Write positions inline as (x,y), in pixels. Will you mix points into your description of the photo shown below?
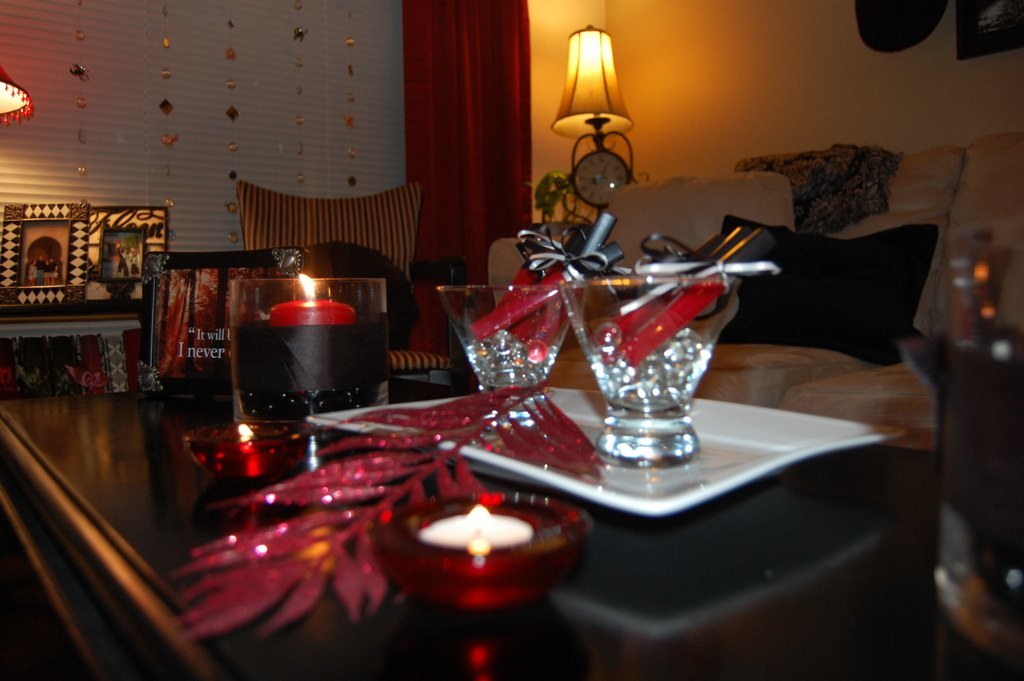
This is inside of the room (314,570) we can see sofa (999,196), chair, table (113,593), on the table (153,527) there are glasses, candles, tray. On the background (535,99) we can see wall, lamps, curtain (470,27), frames (68,277), pillows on the sofa (773,255) and chair (266,224).
